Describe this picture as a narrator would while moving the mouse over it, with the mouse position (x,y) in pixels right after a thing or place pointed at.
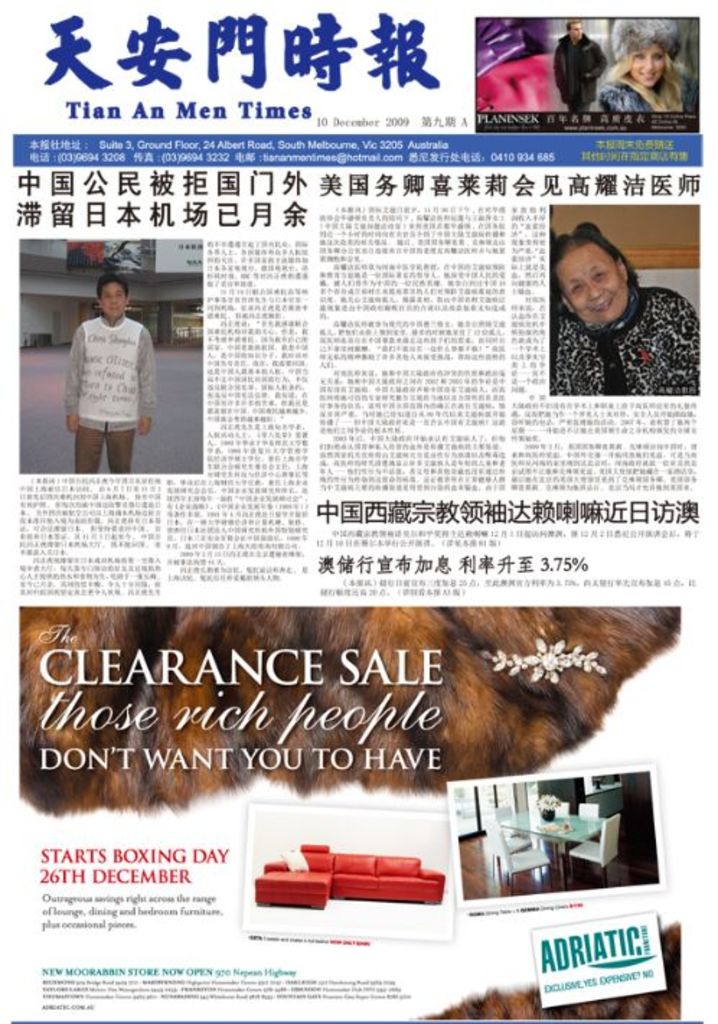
This image consists of a poster (270,736). On this poster (369,458) I can see some text (349,460), few images (98,413) of persons (605,69) and a couch (308,893) and also a dining table (536,820).
